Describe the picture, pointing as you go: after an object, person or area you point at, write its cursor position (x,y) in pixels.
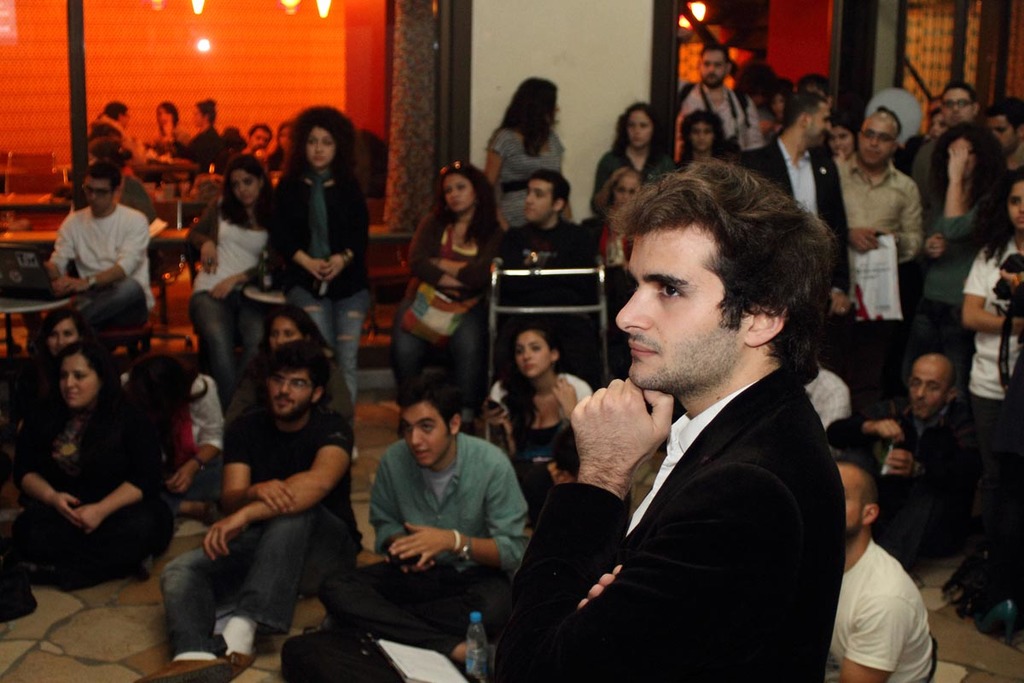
In this picture I can see few people (941,281) standing and few (119,238) are seated on the chair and few (453,635) are seated on the floor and I can see lights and a water bottle (467,659) and a book (395,649).
